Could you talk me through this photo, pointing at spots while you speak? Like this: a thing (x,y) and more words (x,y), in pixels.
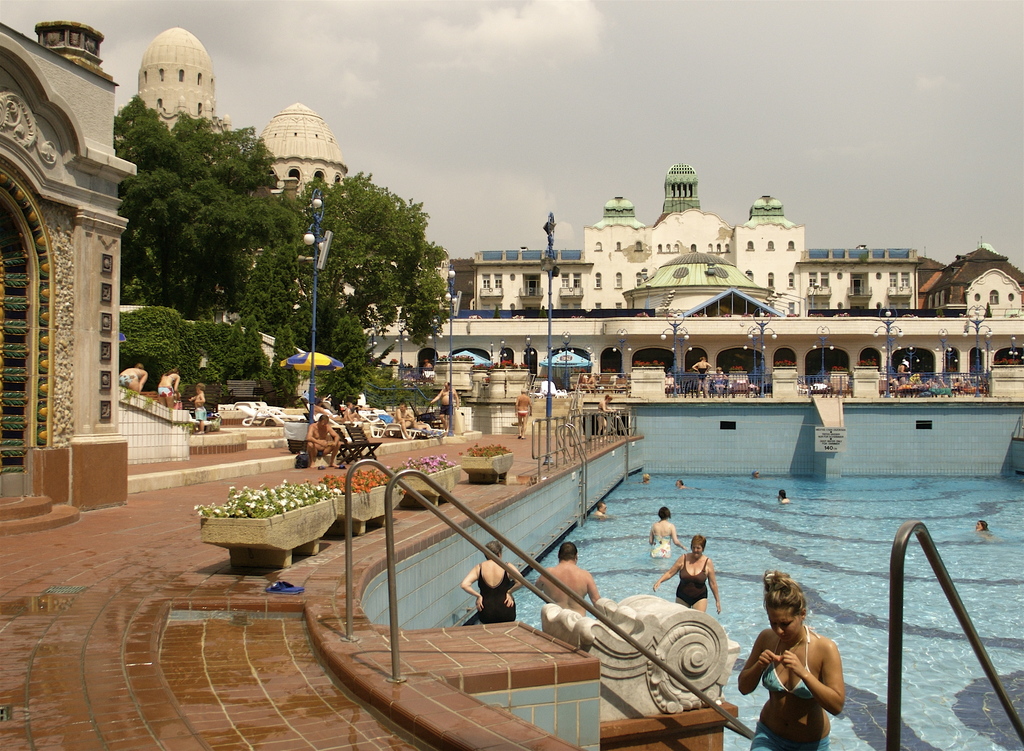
In this image there is a swimming pool (758,573). There are a few people (825,665) in the swimming pool (733,564). Beside the pool (469,568) there are flower pots (301,528) on the ground (357,561). There are people (335,458) sitting on the benches (373,422) under the table umbrellas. In the background (596,258) there are buildings (385,344) and trees (216,238). There are light poles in the image. At the top (607,86) there is the sky (547,96).
